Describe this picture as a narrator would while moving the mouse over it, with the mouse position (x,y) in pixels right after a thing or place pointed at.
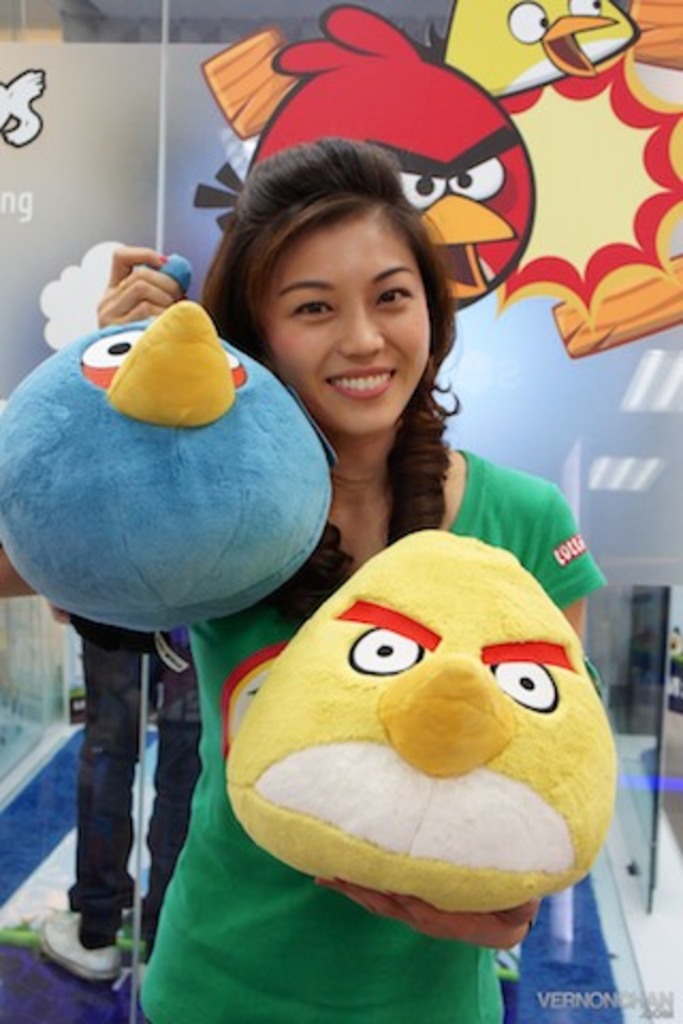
In the picture we can see a woman (118,287) standing and smiling, she is in a green T-shirt (390,1006) and holding two angry bird dolls (536,794) and in the background (660,117) we can see the wall (112,201) with a painting (579,220) of angry birds (579,32).
